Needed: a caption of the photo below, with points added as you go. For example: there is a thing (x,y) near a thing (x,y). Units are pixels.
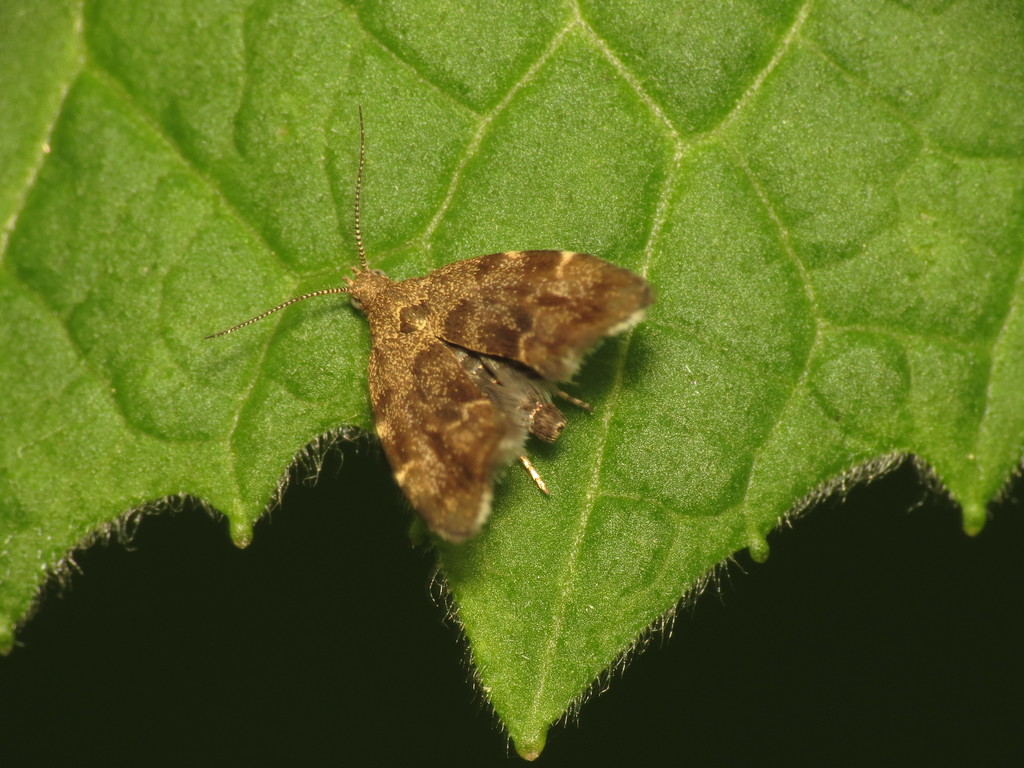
There is a leaf (312,161). On that there is a moth (432,425). In the background (788,684) it is dark.
